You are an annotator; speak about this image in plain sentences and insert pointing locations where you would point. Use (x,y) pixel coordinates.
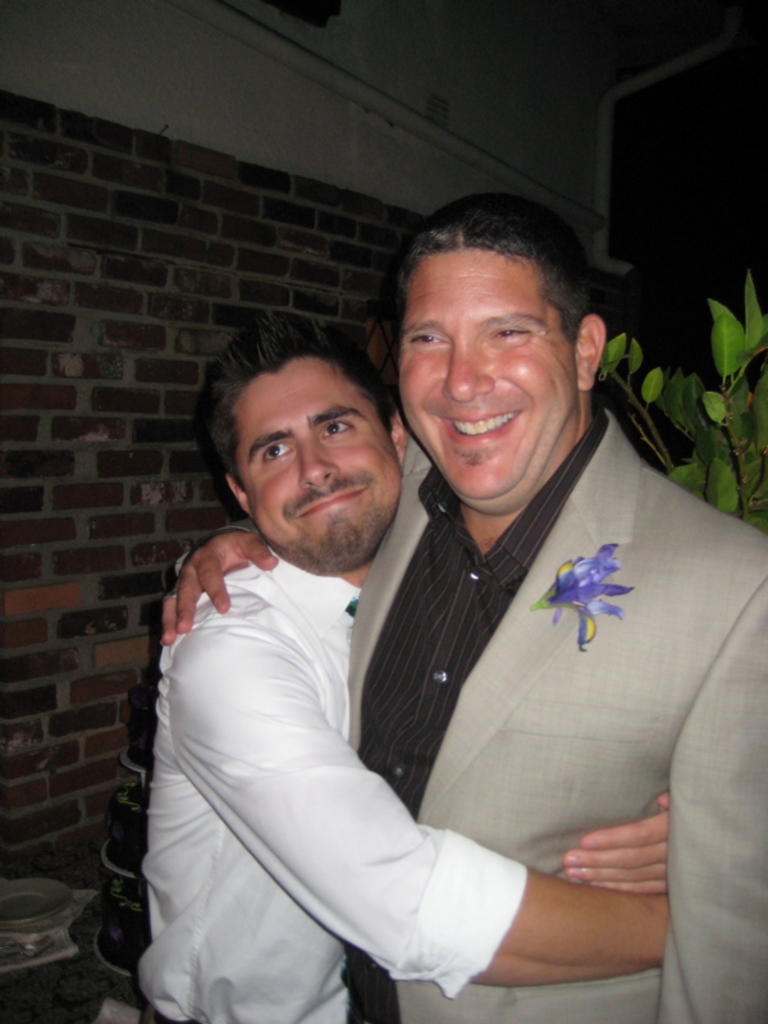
In this image, we can see two men (424,751) standing and hugging, in the background (738,432) there is a green color plant (716,477), we can see a brick wall (121,428).
